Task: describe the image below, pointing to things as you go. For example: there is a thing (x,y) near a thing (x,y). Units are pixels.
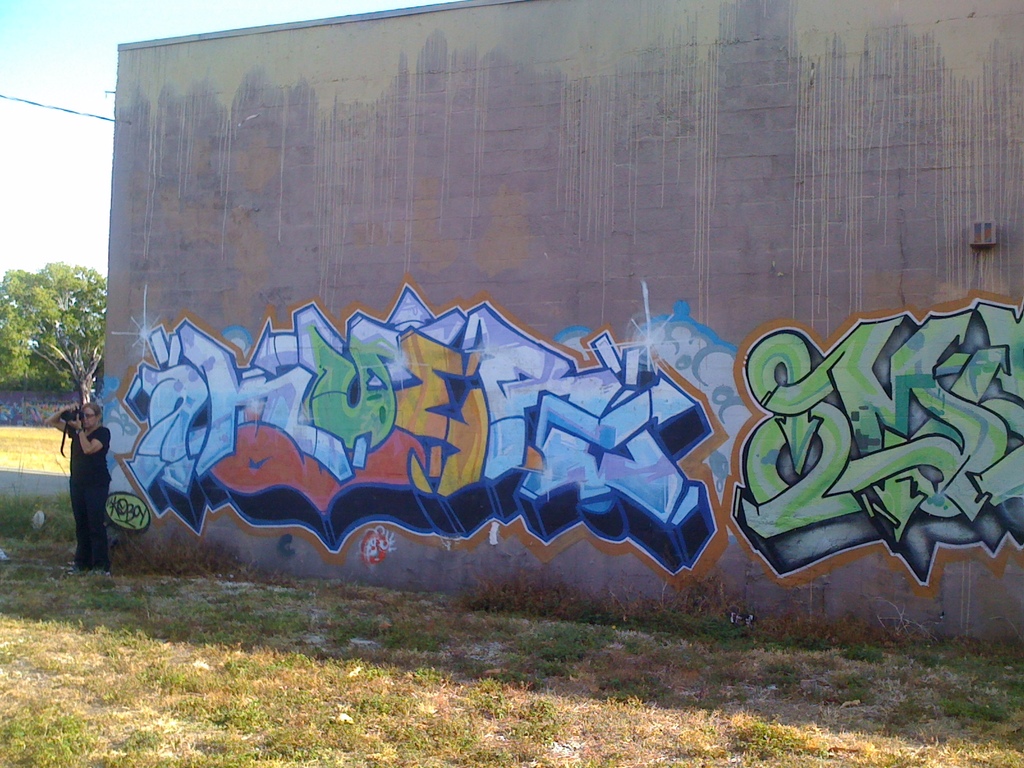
In this image there is a wall (570,460) and we can see graffiti (720,413) on it. On the left (94,448) there is a person (97,516) standing and holding a camera (72,414). At the bottom (367,682) there is grass (366,678). In the background (74,338) there is a trees (35,335) and we can see sky (15,159).
